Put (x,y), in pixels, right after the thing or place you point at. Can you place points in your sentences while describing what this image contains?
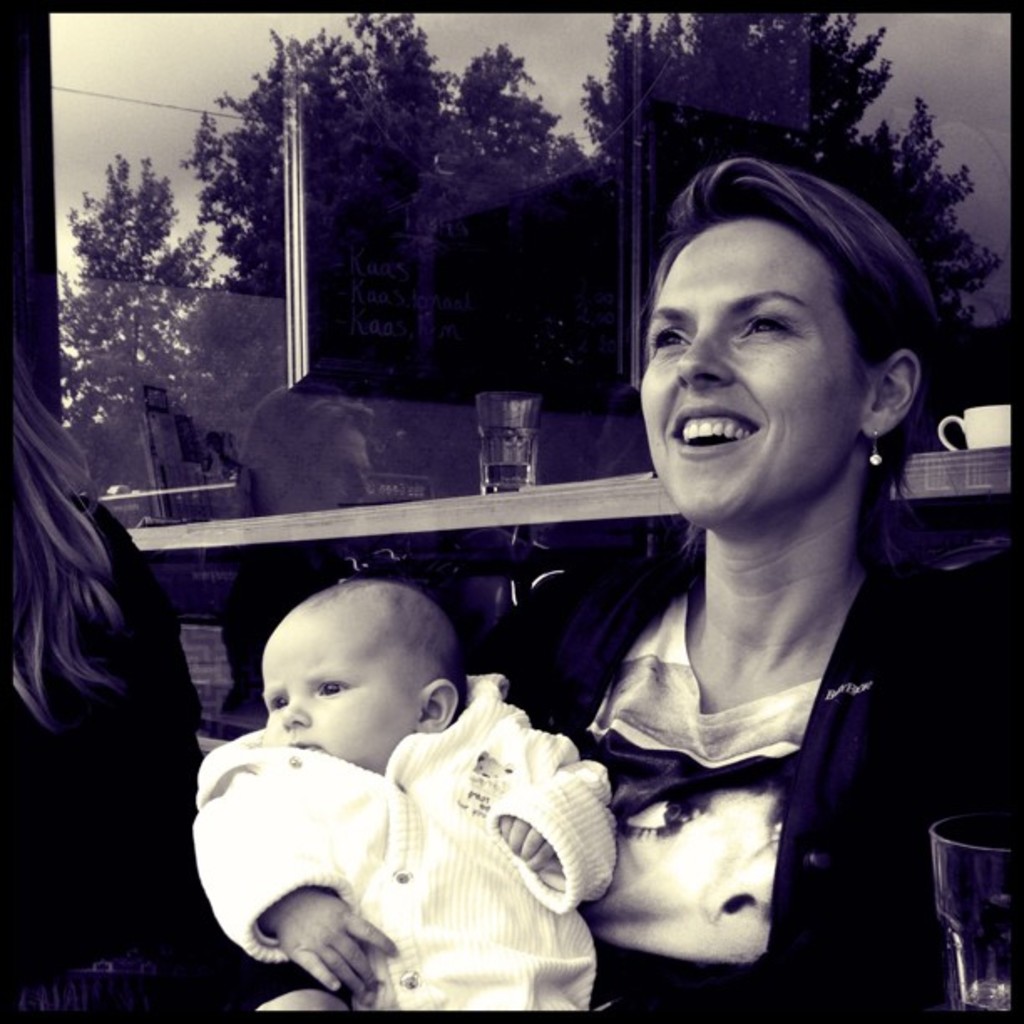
In this image we can see a woman (686,479) holding baby (407,858) in her hands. In the background (376,294) we can see the reflection (513,258) of trees (334,198), sky (200,170), glass tumbler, advertisements (210,472), coffee mug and a woman (148,566).
